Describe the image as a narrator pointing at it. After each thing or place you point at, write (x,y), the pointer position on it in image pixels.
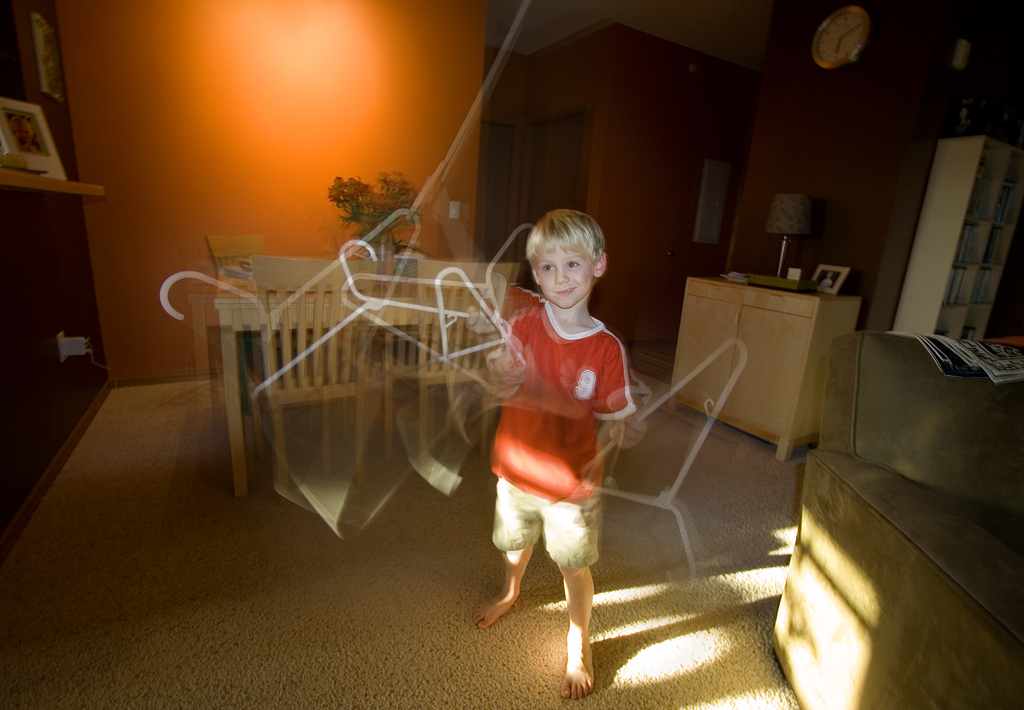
There is a boy (579,377) with red t-shirt (573,395) is standing and holding a hanger (429,306) in his hand (479,334). To the right (951,493) there is a sofa (959,402) with papers (986,353) on it. To the left side (16,126) there is a cupboard (67,189) with frames (17,142) on it. To the right side (994,179) there is a cupboard (972,239) with many books (972,239) on it. Beside that there is a pillar (847,85) with clock (838,38) on it. In front of the pillar (876,247) there is a table (765,322) with lamp (779,214), frame (831,272) and a tray (792,279) on it. In the background (194,96) there is a wall (231,225) with orange color. In front of the wall (232,212) there is a table (229,295) with chairs (298,301).
